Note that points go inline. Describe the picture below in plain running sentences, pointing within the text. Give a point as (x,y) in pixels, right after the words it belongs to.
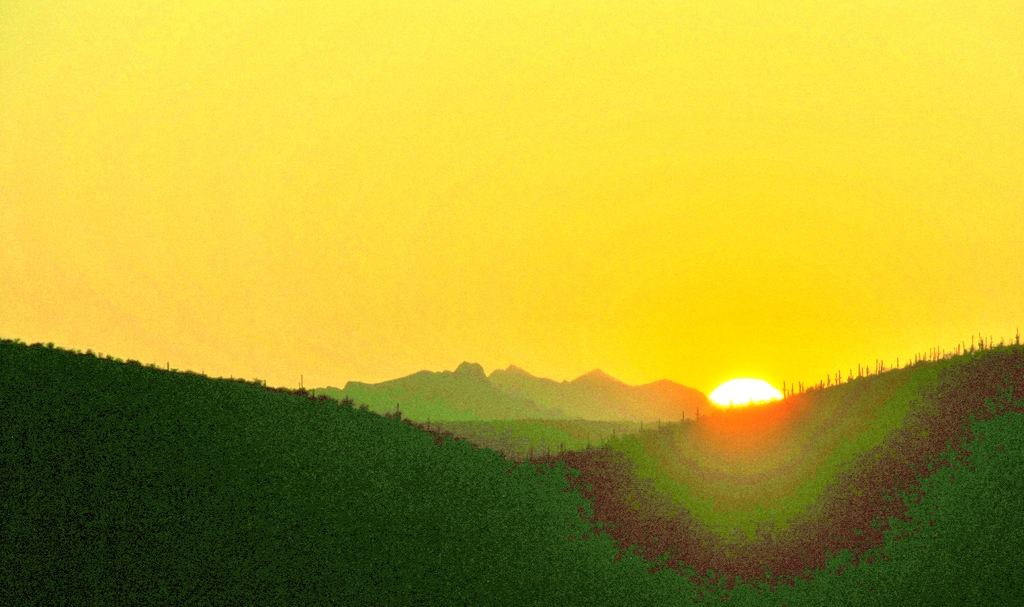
In this image we can see a group of trees (749,472) on the hills (707,510). On the backside (532,386) we can see the mountains (595,385), the sun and the sky (537,322).
